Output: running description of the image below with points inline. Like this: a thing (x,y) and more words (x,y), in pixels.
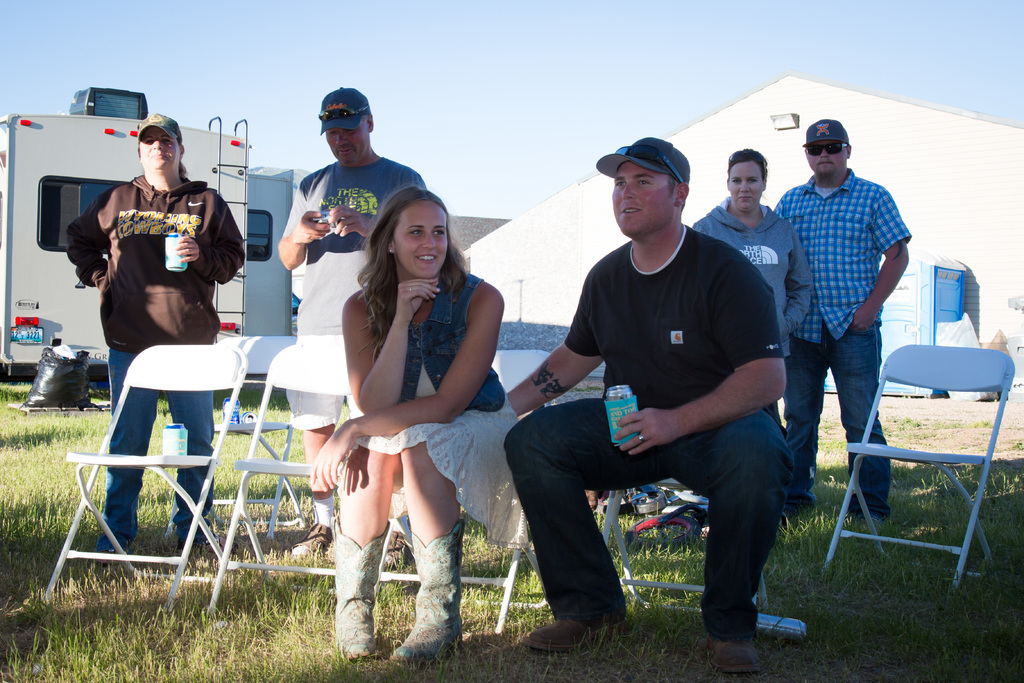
In this image we can see a man (691,422) and a lady (495,416) sitting. There are people (791,301) standing. We can see chairs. At the bottom (259,654) there is grass (270,647). In the background (551,206) there is a building (563,218) and we can see a vehicle (215,160). There are tins (168,268). On the left (78,401) there is a bag (58,388). In the background (291,79) there is sky (542,51).
